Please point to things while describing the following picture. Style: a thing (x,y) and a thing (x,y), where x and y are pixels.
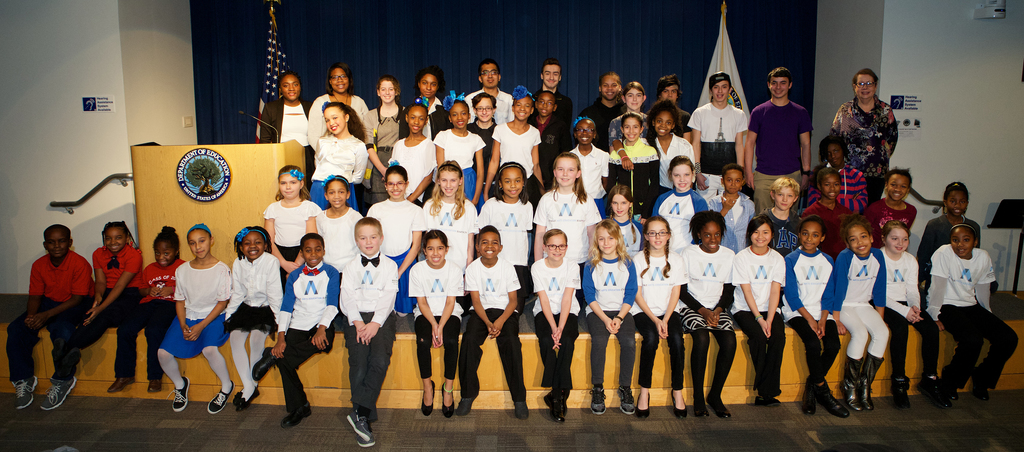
In this image I can see number of people (488,270) where few are sitting and rest all are standing. I can see most of them are wearing white dress (567,233) and few are wearing red. I can also see smile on most of their faces (436,254). In the background (256,214) I can see flags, a podium (254,147) and on this podium (177,175) I can see something is written.
